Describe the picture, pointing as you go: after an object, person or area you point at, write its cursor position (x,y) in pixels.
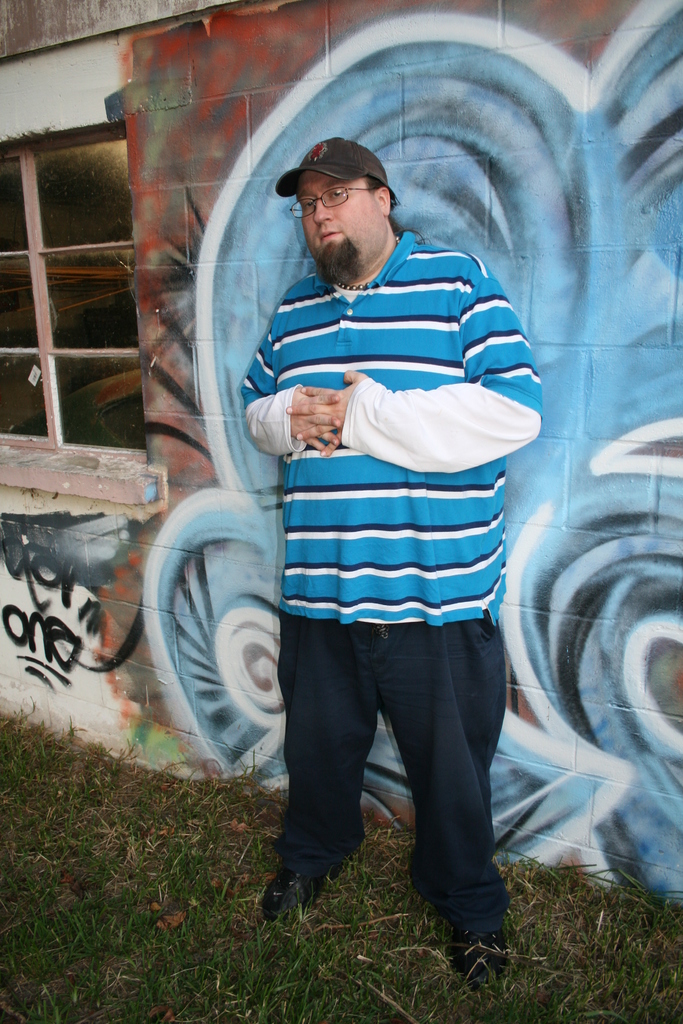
In this picture I can see a man (361,331) standing he wore cap (302,165) on his head (344,191) and spectacles (336,200) on his face (355,182) and I can see painting (256,193) on the wall (170,410) and a glass window (102,219) and I can see grass (371,1003) on the ground (300,1003).
